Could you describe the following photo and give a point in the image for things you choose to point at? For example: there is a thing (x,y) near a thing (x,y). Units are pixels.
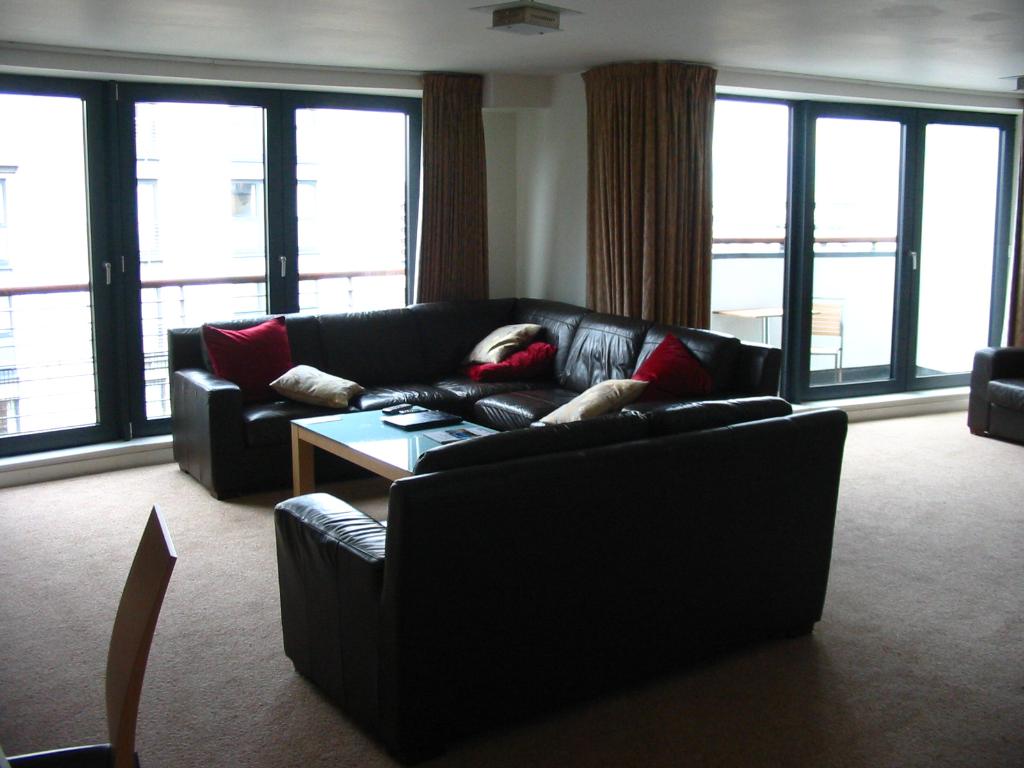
In a room (312,434) there is a sofa (321,365) with pillows (275,370) on it. In front of the sofa (529,414) there is a table (366,425) with laptop (415,416) on it. In the background (291,243) there is a door (294,232) with curtains (452,233).
